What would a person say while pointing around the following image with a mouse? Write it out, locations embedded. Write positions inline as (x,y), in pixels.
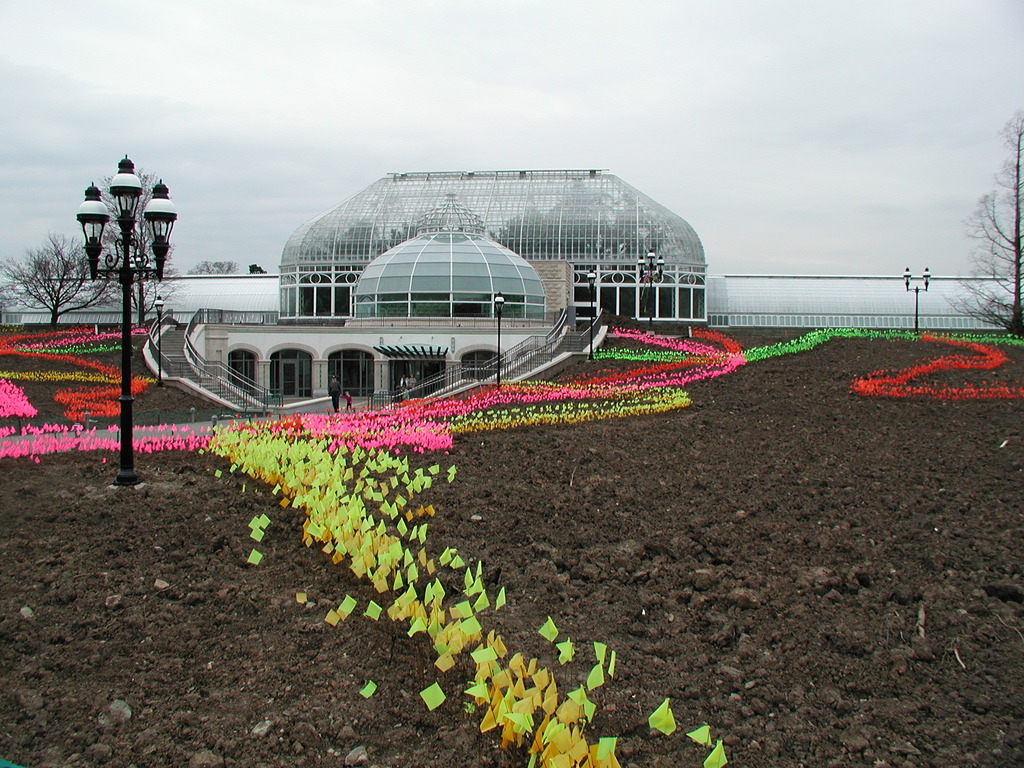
At the center of the image (445,381) there is a building (430,376), in front of the buildings (904,317) there are few objects (334,520) arranged on the surface (604,370) and there is a pole (126,253) with lamps (88,231). In the background (957,227) there are trees (998,227) and the sky (566,71).
